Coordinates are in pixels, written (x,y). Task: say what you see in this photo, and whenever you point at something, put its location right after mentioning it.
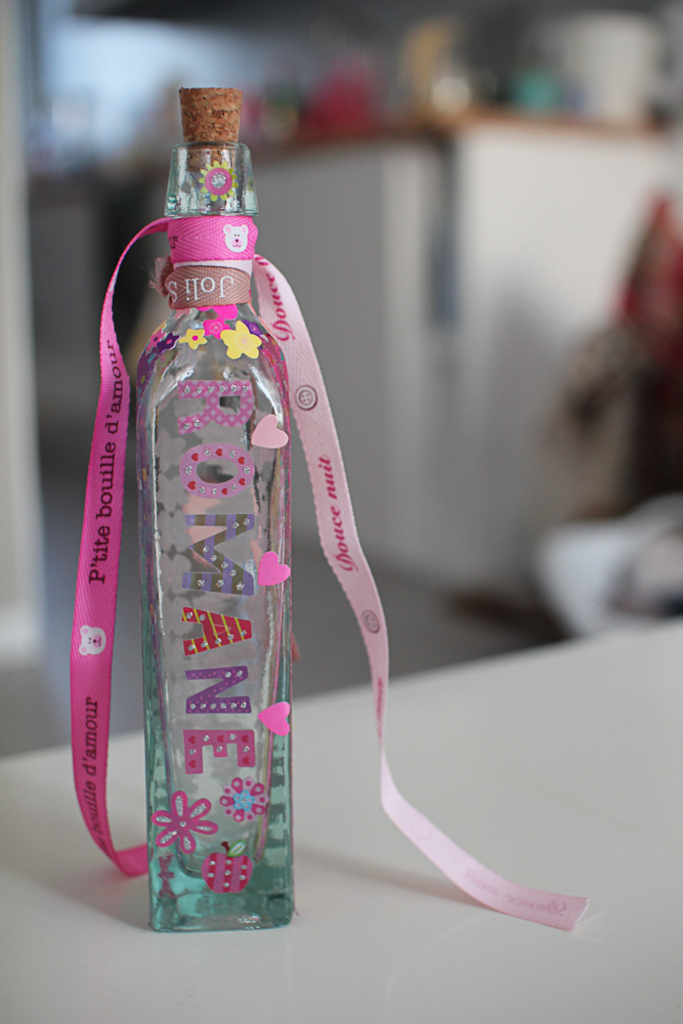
In this picture a glass bottle (215,553) is decorated with a ribbon (97,573) and stickers (270,723). The bottle (212,562) is on a white table (333,931) background of this bottle (186,442) is blurred due to the bottle (186,534) is focused in this image.
